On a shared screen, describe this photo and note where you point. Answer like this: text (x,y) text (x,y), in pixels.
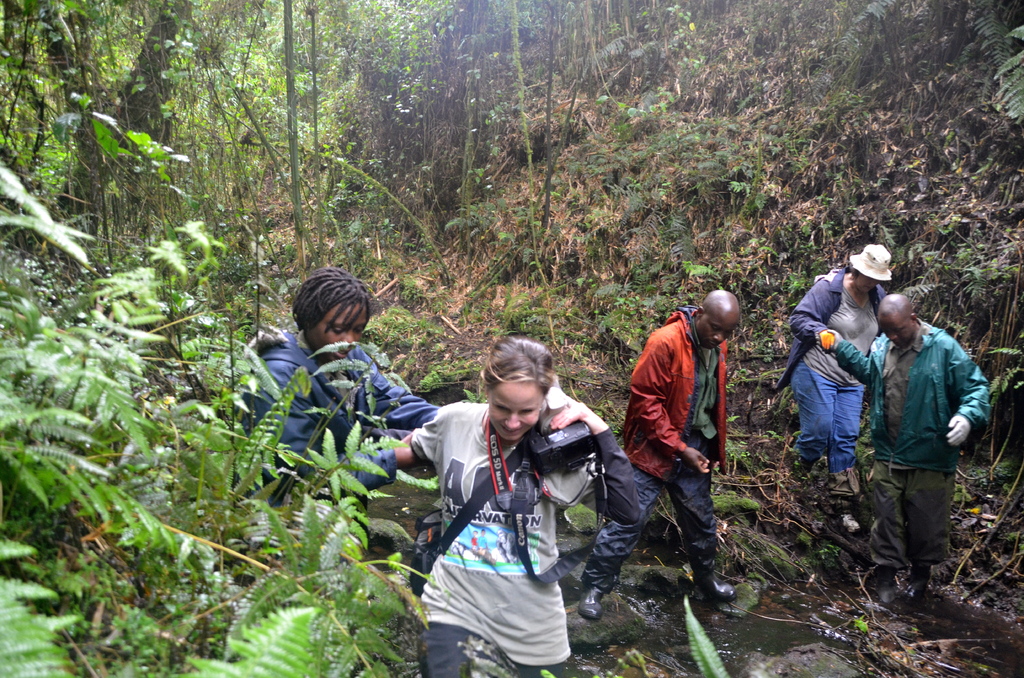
In the picture a group of people (551,421) were walking in the forest (389,277) and one of them is holding a camera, there are plenty of trees (212,121), plants (488,143) and grass (450,267) around the people (455,464).
